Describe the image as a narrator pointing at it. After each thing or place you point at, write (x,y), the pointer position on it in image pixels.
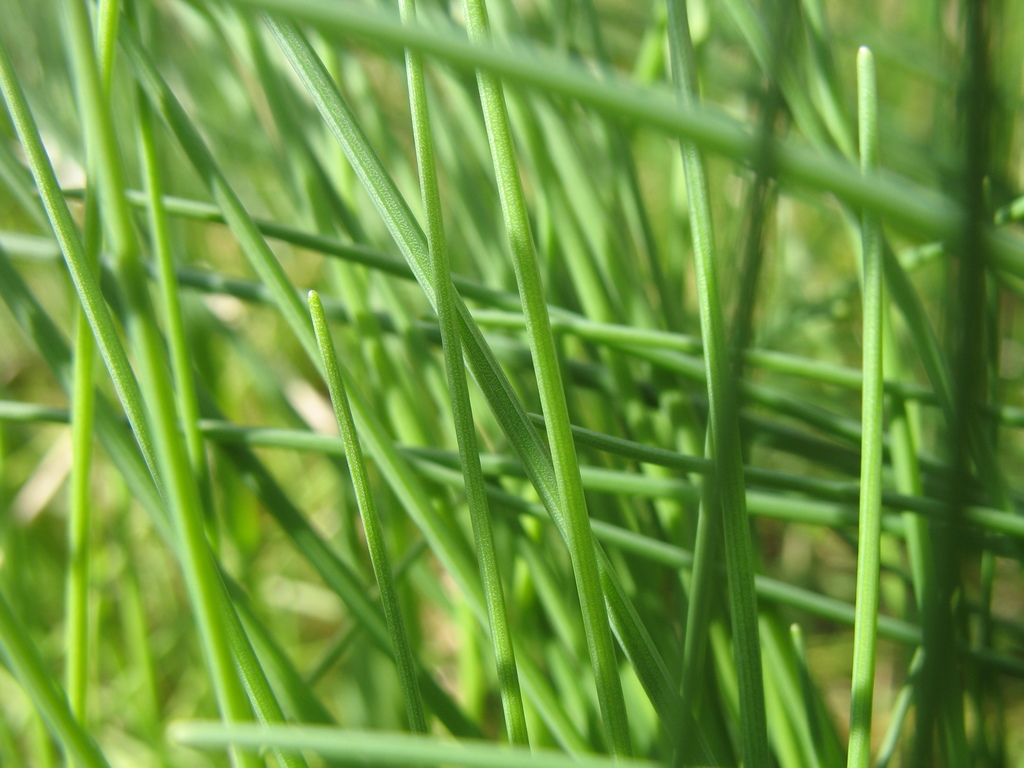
In the picture we can see a grass plants (360,647) which are green in color.
